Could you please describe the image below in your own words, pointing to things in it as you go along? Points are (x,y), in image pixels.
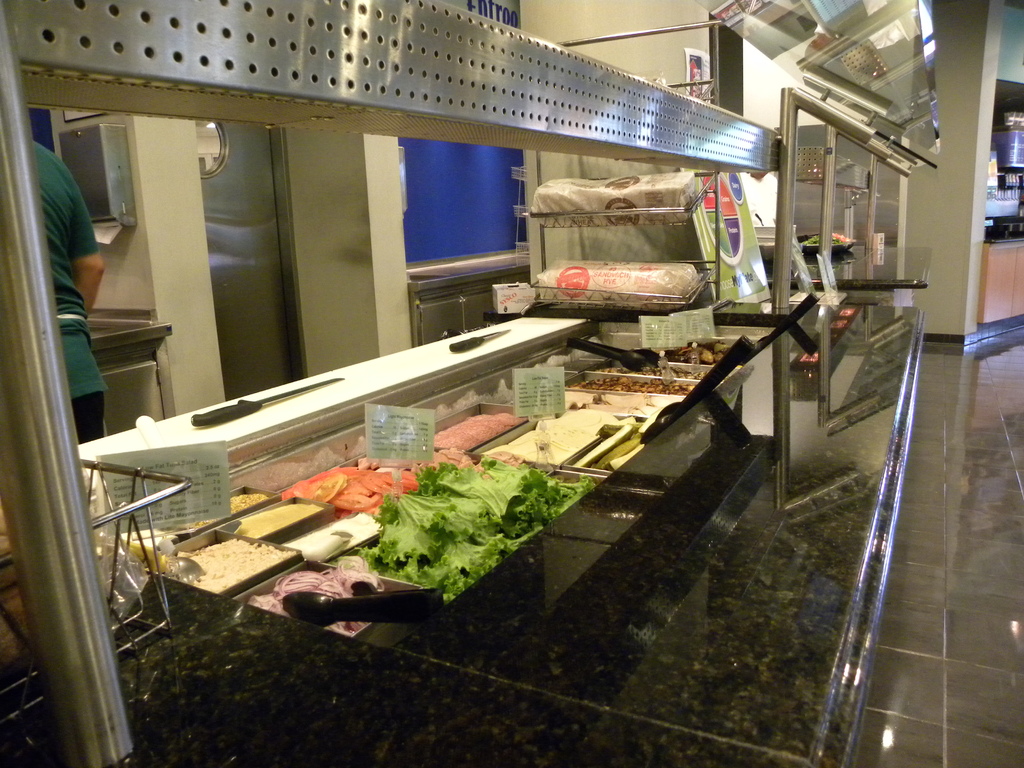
In this image I see few equipment (873,4) and I see the counter top (703,535) over here and I see few food items (435,502) over here and I see the knives (238,410) over here and I see a person (56,170) over here and I see the floor (877,763). In the background (958,298) I see the wall (942,219) which is of cream in color and I see the blue color wall (456,188) over here.
